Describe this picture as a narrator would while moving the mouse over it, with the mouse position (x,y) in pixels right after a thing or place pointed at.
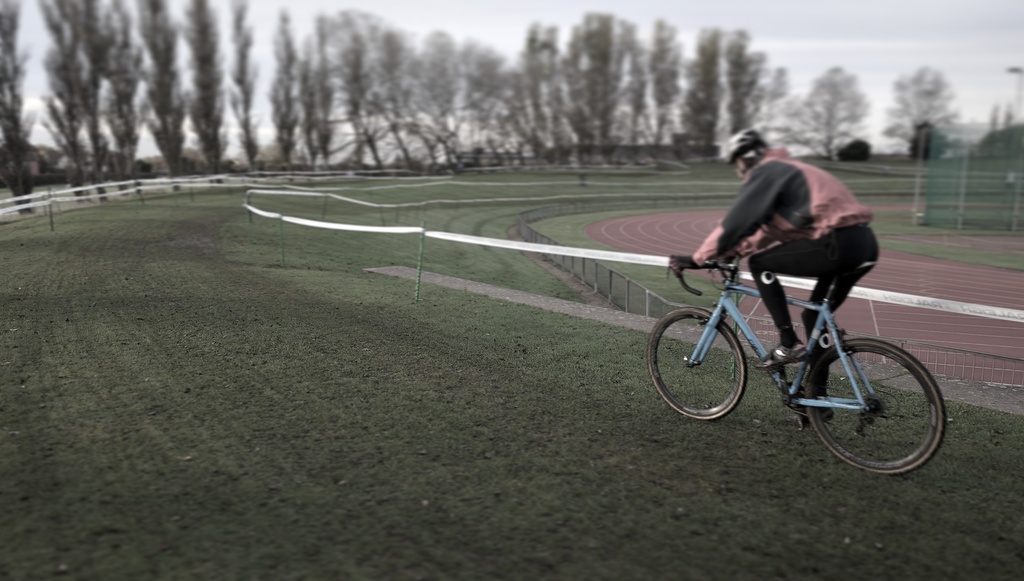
This is a playing ground (332,459). Here I can see the grass (419,441). On the right side (773,279) there is a person (797,250) wearing a jacket (752,220), helmet (759,141) on the head (738,160) and riding the bicycle (800,406). In the background (400,91) there are many trees (603,76). At the top of the image (846,28) I can see the sky (824,39).
